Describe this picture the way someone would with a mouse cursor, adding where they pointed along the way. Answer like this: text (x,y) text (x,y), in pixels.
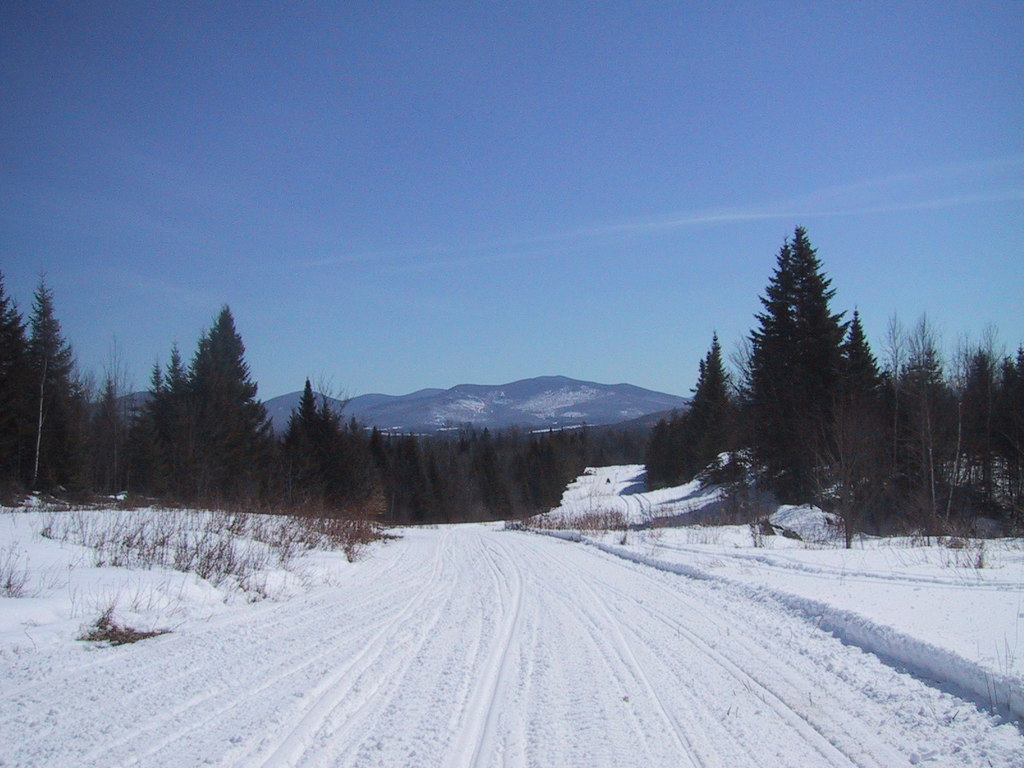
In this image in front (448,579) there is snow (647,599) on the surface (463,585). In the background (787,423) there are trees (472,431), mountains (473,409) and sky (527,247).
